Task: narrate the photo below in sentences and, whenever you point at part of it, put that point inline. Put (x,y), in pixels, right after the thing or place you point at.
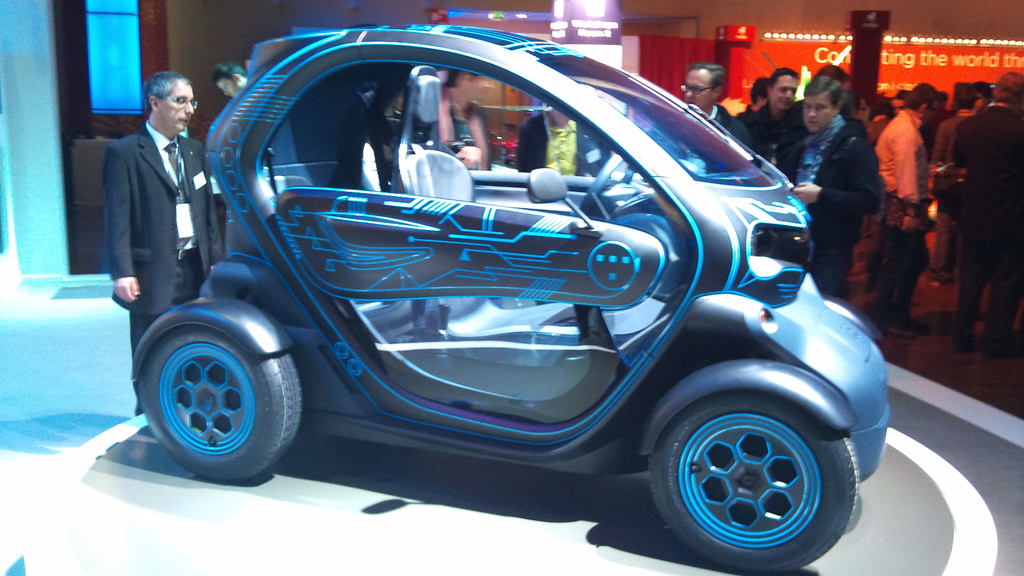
This image is taken indoors. At the bottom of the image (106,530) there is a floor (302,537). In the middle of the image (601,236) there is a small car (462,223) parked on the floor (579,509) and there is a man (163,151) standing on the floor (973,385). In the background (47,111) there is a wall (70,195) with a window (102,69) and a board (800,67) with text (828,56) on it and there are many people (951,111) standing on the floor (989,393).
